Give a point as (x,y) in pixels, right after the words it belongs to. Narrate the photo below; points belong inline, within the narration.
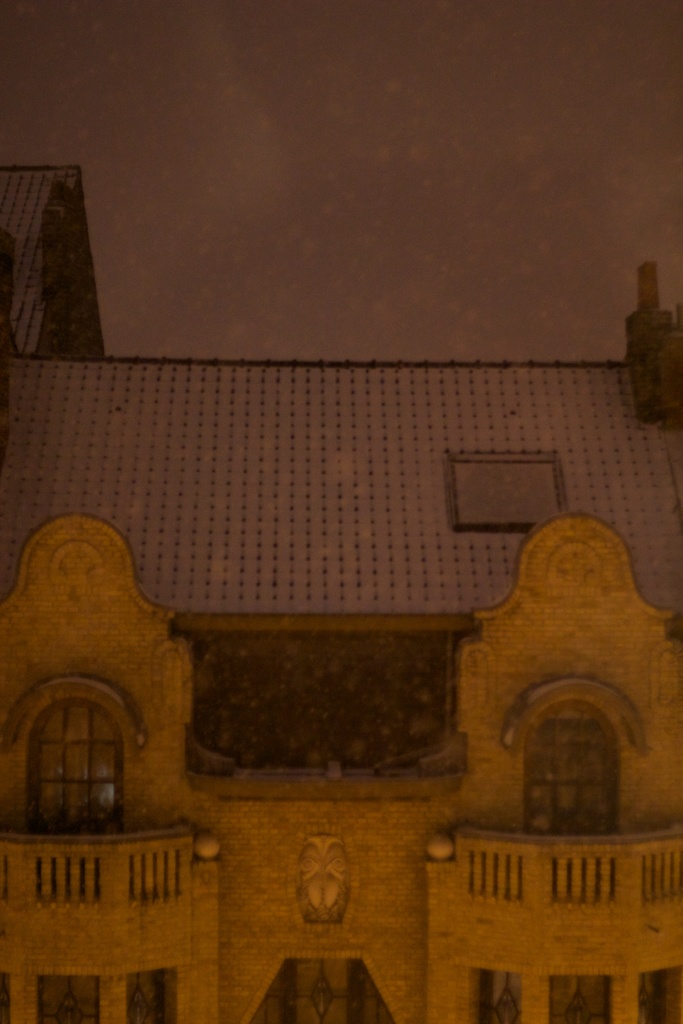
There is a building (233,573).
